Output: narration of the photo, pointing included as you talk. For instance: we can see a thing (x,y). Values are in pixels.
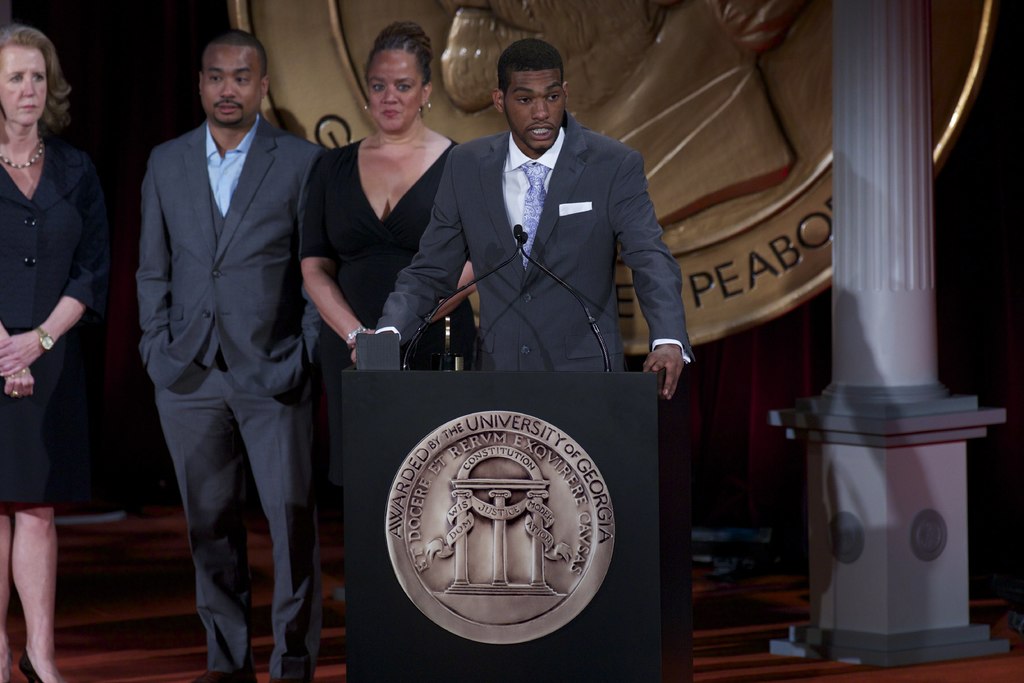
In this picture we can see a man (401,308) is standing behind the podium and on the podium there are microphones (547,269) and behind the man (457,203) there are three other people (199,227) standing, pillar (845,334) and other things (665,124).
